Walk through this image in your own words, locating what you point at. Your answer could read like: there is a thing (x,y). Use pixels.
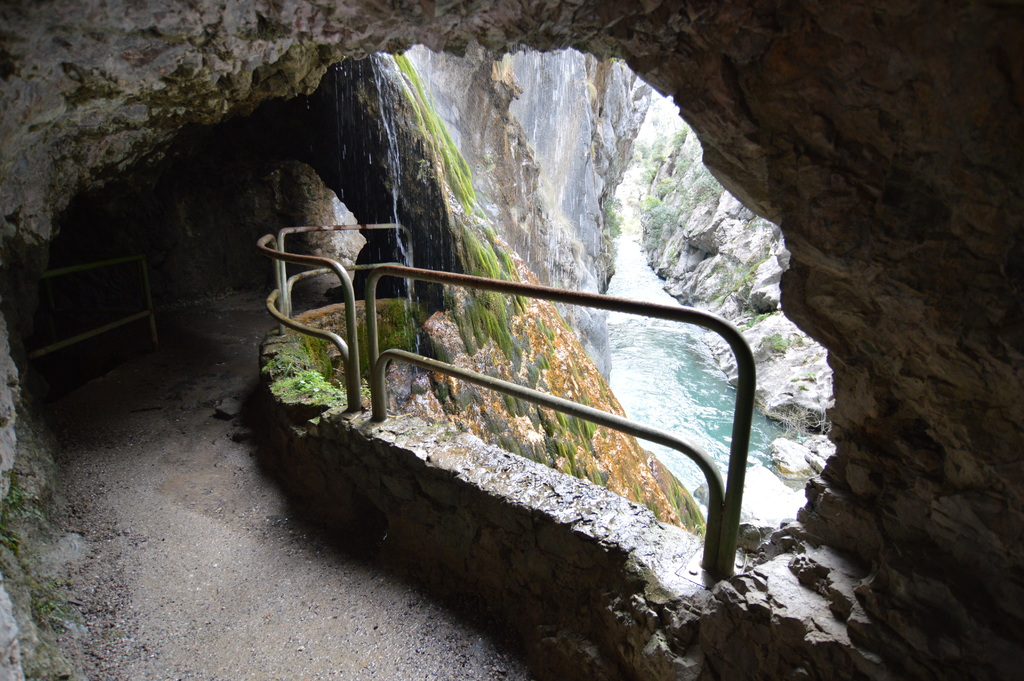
In this image there is a way (177,547) on the left side (222,569) bottom. It looks like a tunnel (249,184). Beside the way (200,511) there is a fence (347,368). In the middle (650,379) there is a flow of water (669,380). This image is taken in between the hills (579,259).
